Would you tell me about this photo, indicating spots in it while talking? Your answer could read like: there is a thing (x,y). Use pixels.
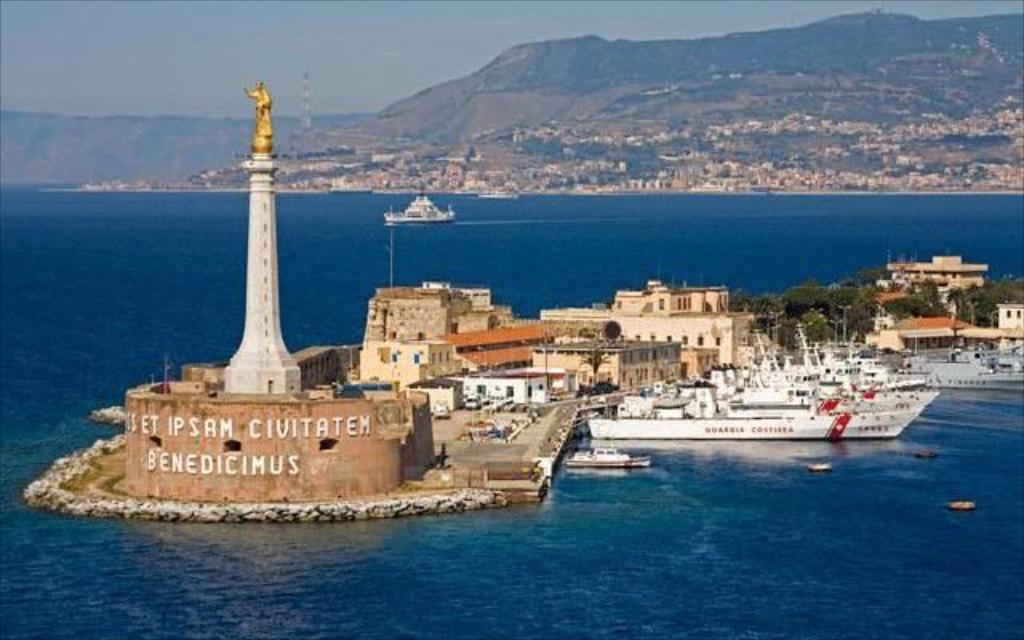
In this image we can see ships (818,406) floating on the water (711,463). Here we can see a boat station (549,375) where we can see a tower (274,228), buildings (446,379) and trees (915,309). In the background of the image (786,125) we can see hills (545,119), tower (306,86) and sky (348,34).
